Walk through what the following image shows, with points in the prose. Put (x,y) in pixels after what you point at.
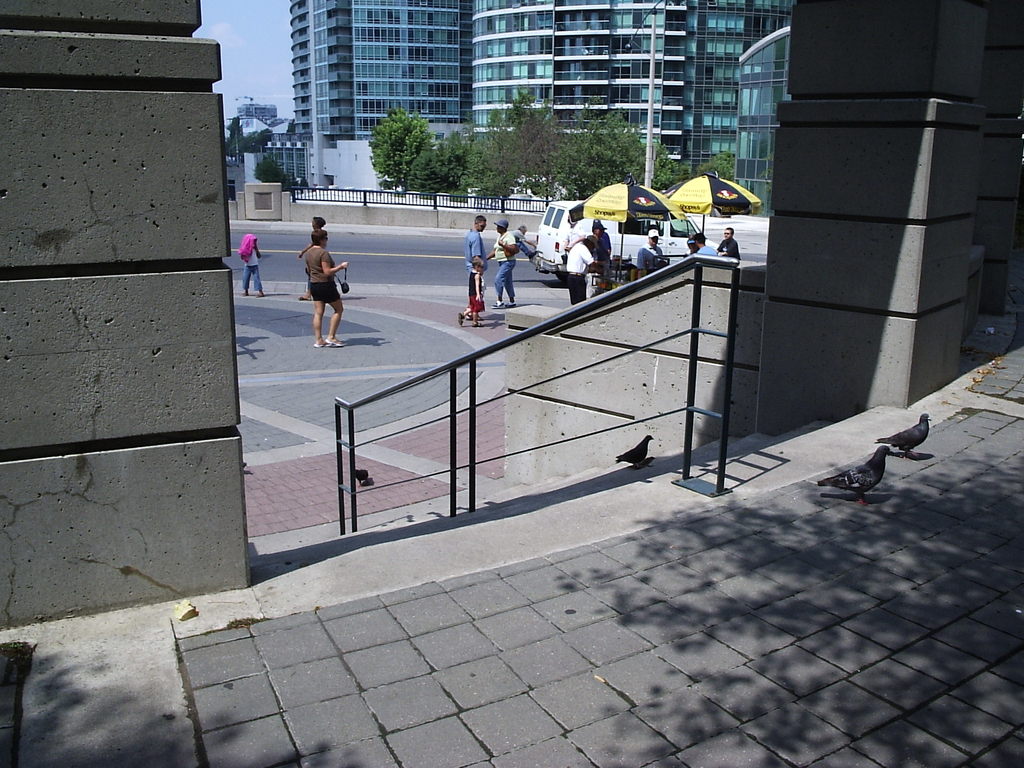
We can see birds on the surface (706,520), railing (695,284), pillars (876,379) and wall (742,368). There are people (311,274) and we can see umbrellas (745,211) and vehicle (554,222) on the road (377,258). In the background (340,214) we can see wall (429,214), fence (337,192), trees (431,187), pole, buildings (321,119) and sky (284,35).
